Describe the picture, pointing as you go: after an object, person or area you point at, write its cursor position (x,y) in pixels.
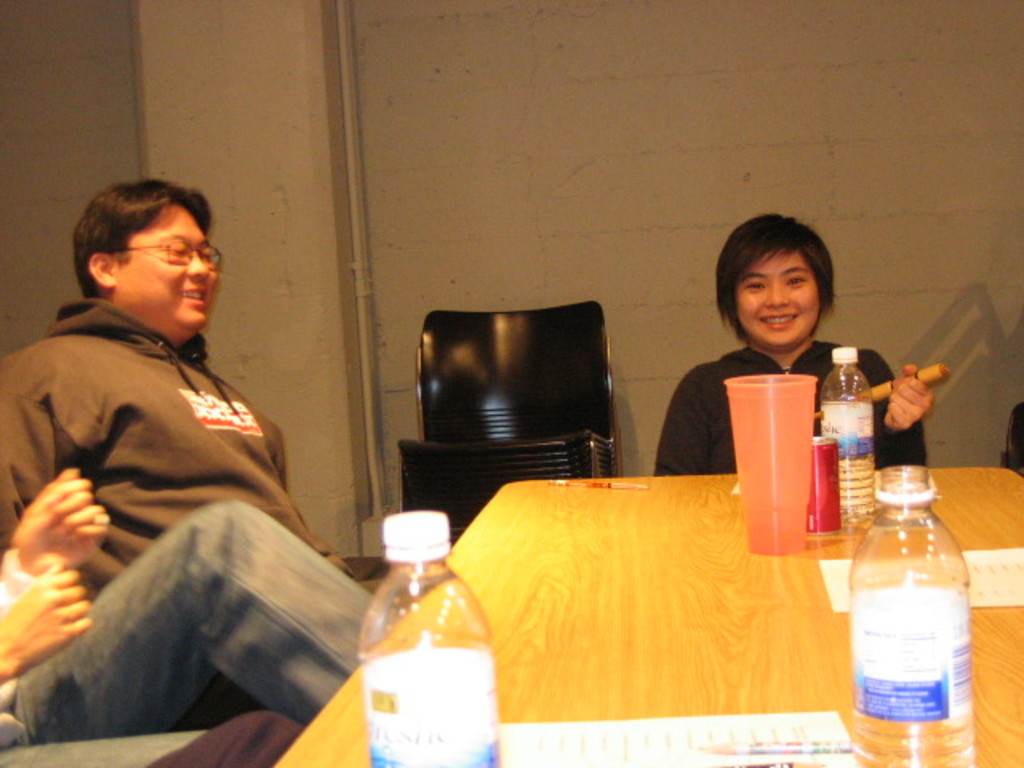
In this image I can see three people (755,315) sitting in front of the table (722,598). Among them two people (771,322) are wearing the jackets (212,465) and there are black chairs (480,419) to the side of them. On the table (666,591) there are bottles (871,705), glass (799,532), tin (822,488) and the papers (702,742).
